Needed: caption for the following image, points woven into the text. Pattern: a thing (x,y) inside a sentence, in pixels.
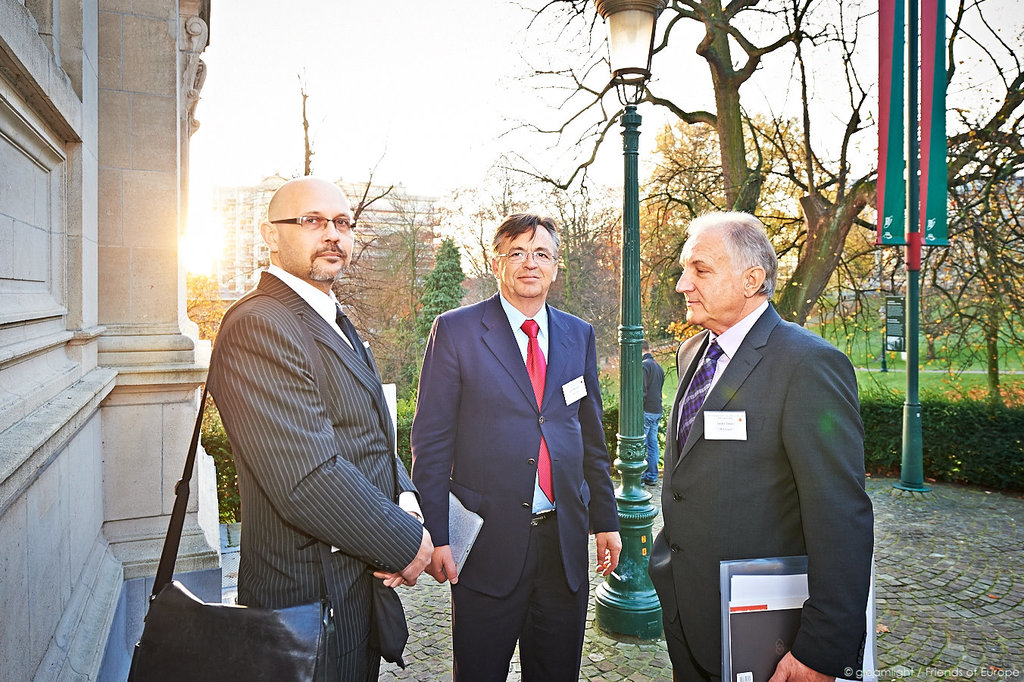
In this image there are persons (520,430) standing in the center (476,424). In the background (590,219) there are trees (671,205) and there are poles (628,219), there are buildings (177,271) and there is grass (885,373) on the ground (952,364).
